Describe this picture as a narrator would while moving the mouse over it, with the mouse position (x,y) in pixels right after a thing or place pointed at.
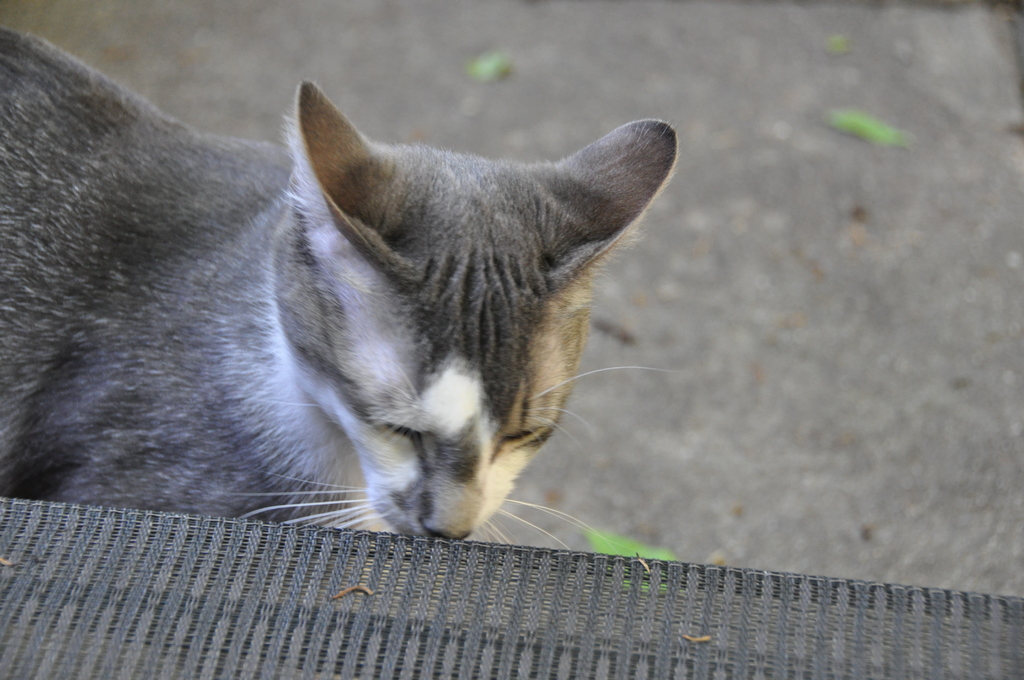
Here in this picture we can see a cat (134,255) present on the road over there and it is smelling something, which is present in front of it over there.
